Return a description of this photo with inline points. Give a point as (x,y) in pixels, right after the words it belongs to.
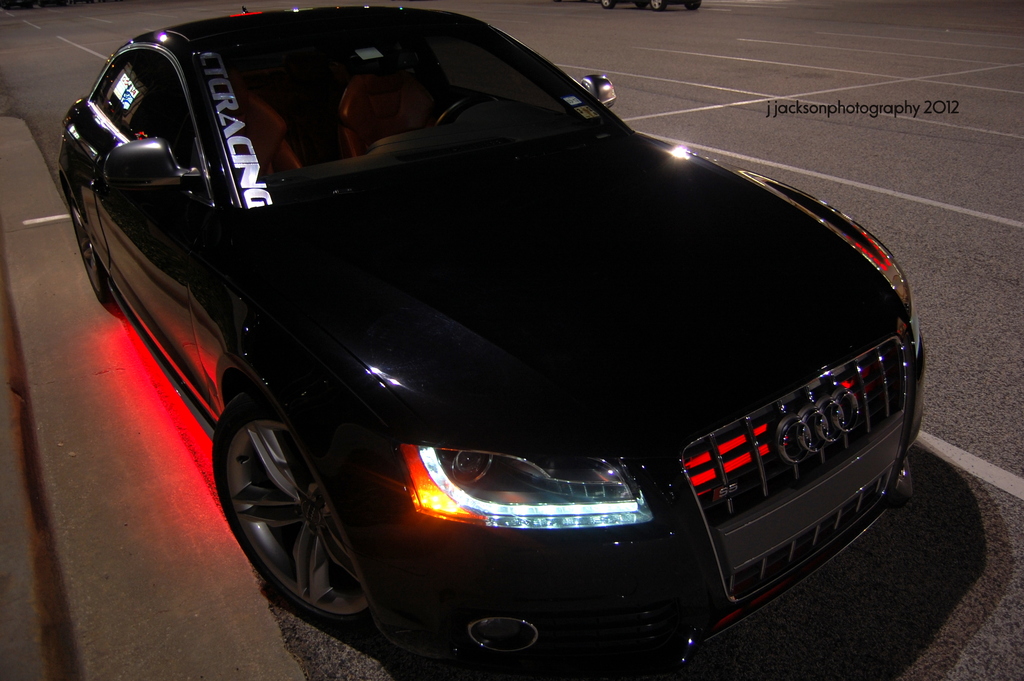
In this image I can see a car (428,237) which is black and red in color on the road (606,24). In the background (696,63) I can see the road (666,86) and a car (693,4) on the road (671,22).
